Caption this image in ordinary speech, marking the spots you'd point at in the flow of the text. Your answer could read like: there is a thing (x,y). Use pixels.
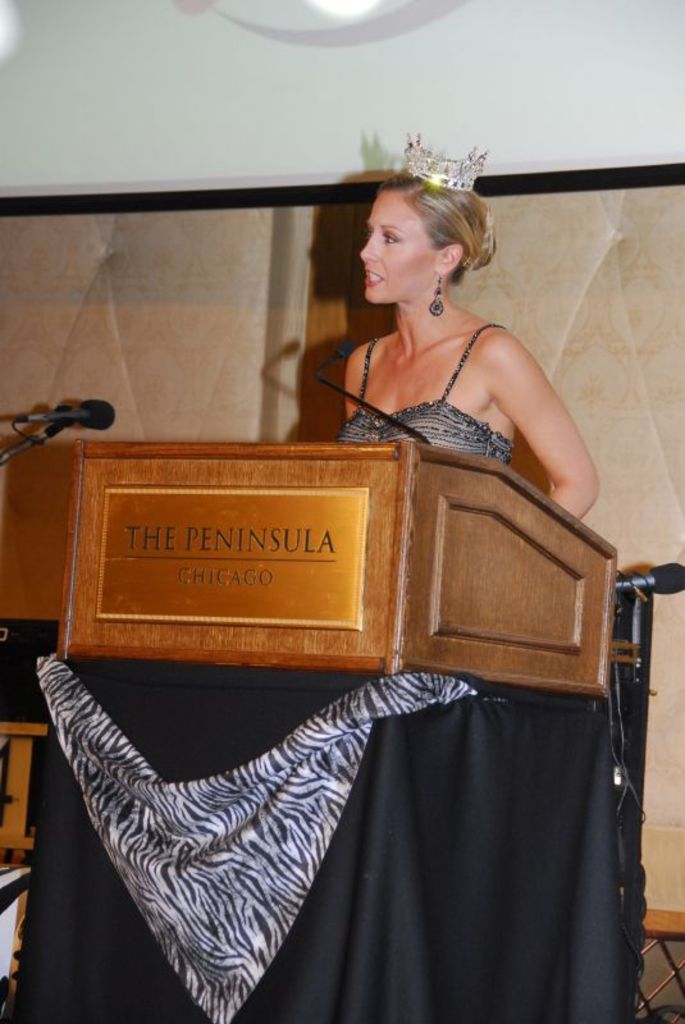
In the image we can see a woman (477,389) wearing clothes (455,371), earrings (441,296) and a crown (424,177). There is a podium (352,650) and this is a microphone (80,417). This is a background (622,287) and a light (326,10).
